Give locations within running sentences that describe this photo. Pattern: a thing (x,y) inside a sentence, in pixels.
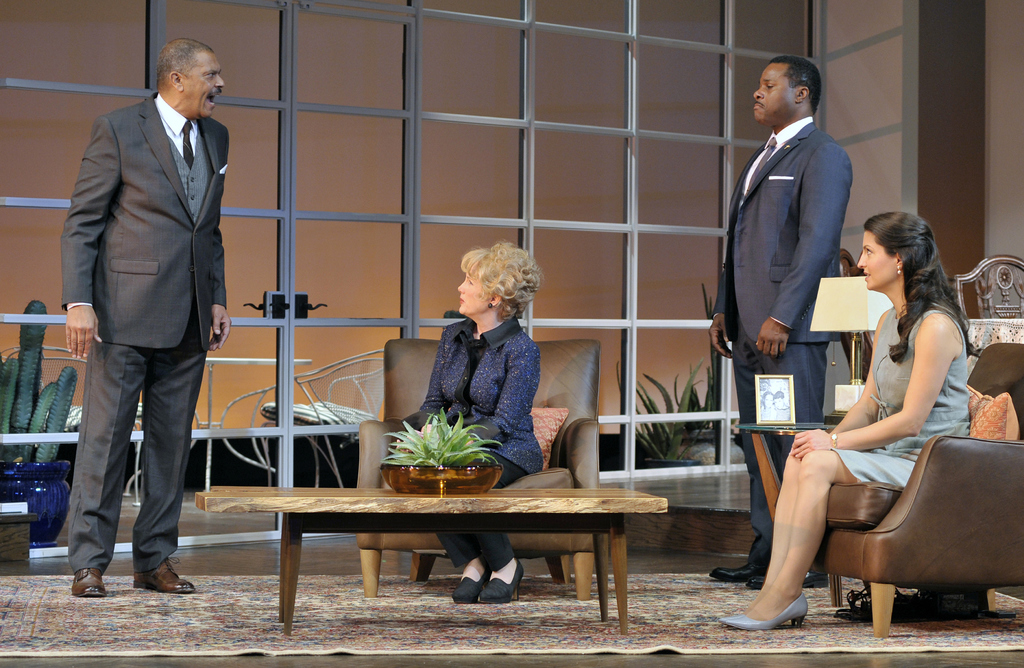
In the image there is a man (161,132) stood at left side (163,350) corner wore a suit (182,227) talking and in middle (466,406) there is a woman (520,444) sat on sofa (589,483) and on right side (805,530) there is another woman (881,477) sat on sofa (872,484), beside her there is another man (780,220) stood.
